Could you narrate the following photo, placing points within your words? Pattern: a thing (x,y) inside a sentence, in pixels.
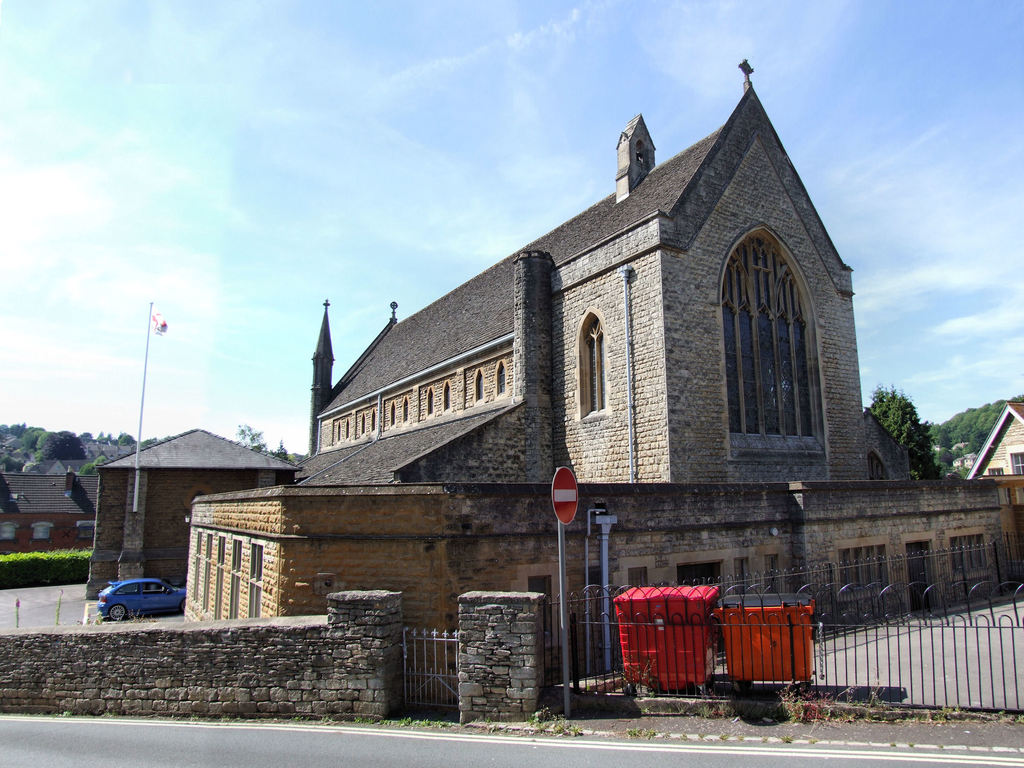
In this image we can see a church (391,437) at the foreground of the image (492,648) there is compound wall (346,711), road (323,745) and there is a vehicle (167,607) which is of blue color near the church (240,573) is parked and at the background of the image (100,456) there are some other houses (205,461), trees (99,462) and clear sky (973,358).
